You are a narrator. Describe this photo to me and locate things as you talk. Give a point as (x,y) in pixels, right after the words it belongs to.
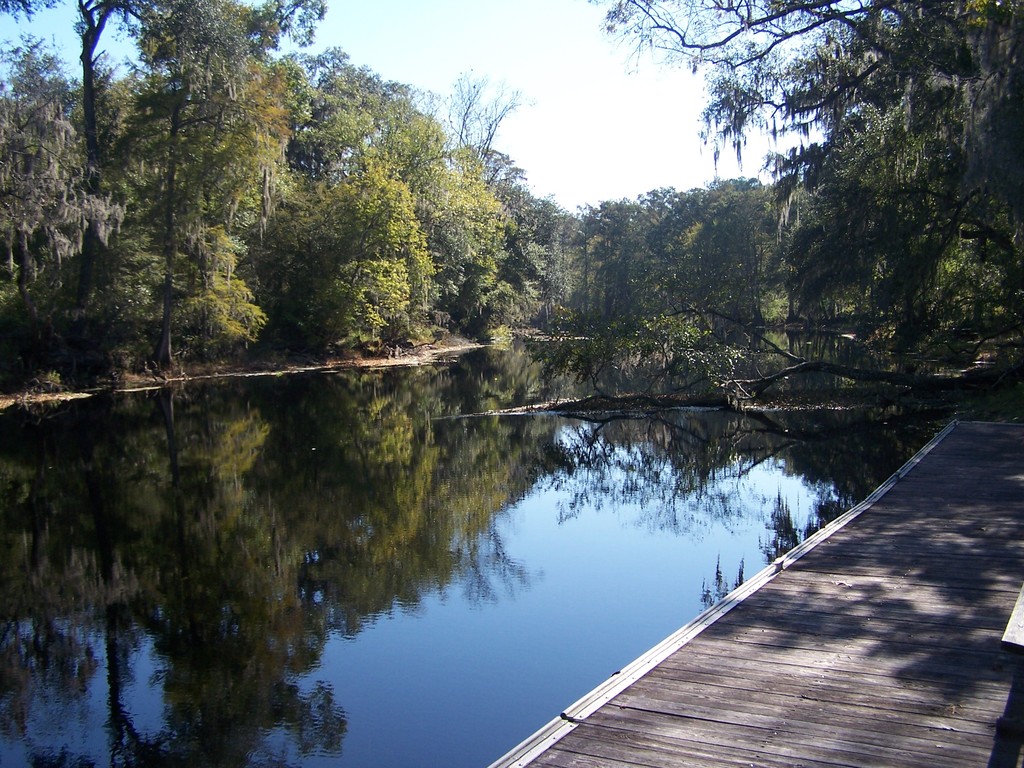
These are the trees (597,257) with branches (715,224) and leaves (376,257). This looks like a lake (355,434) with the water (640,528). I think this is the wooden pathway (893,507). Here is the sky (490,104).
